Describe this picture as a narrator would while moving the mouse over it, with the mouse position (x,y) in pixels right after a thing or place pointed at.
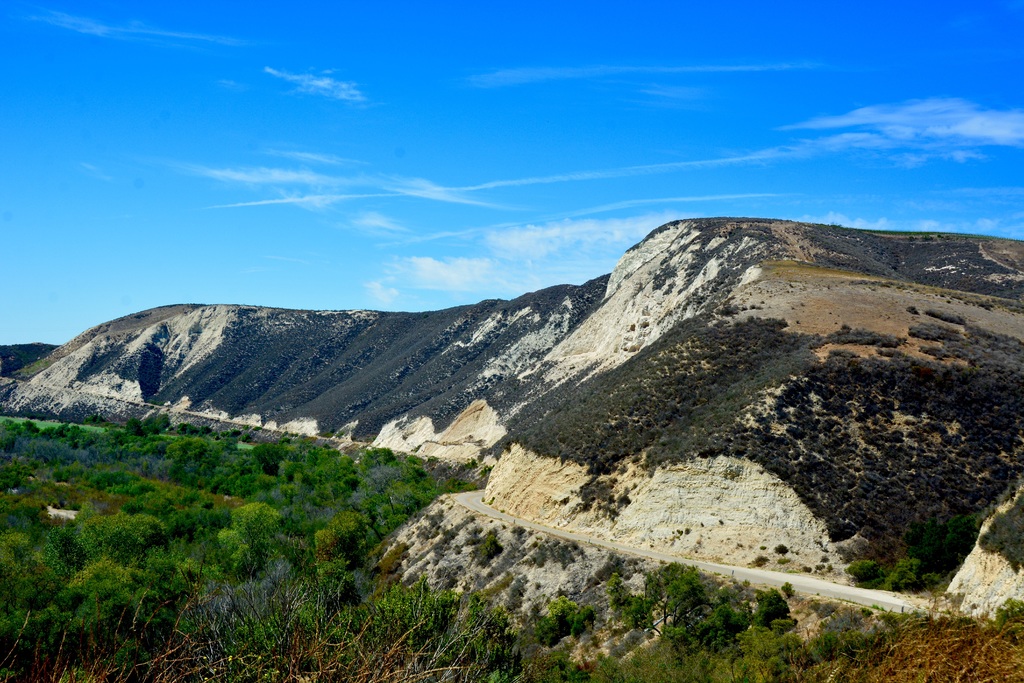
In this picture we can see many plants (95,440). There is a path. We can see few mountains (551,415) from left to right. Sky (408,266) is blue and cloudy.
